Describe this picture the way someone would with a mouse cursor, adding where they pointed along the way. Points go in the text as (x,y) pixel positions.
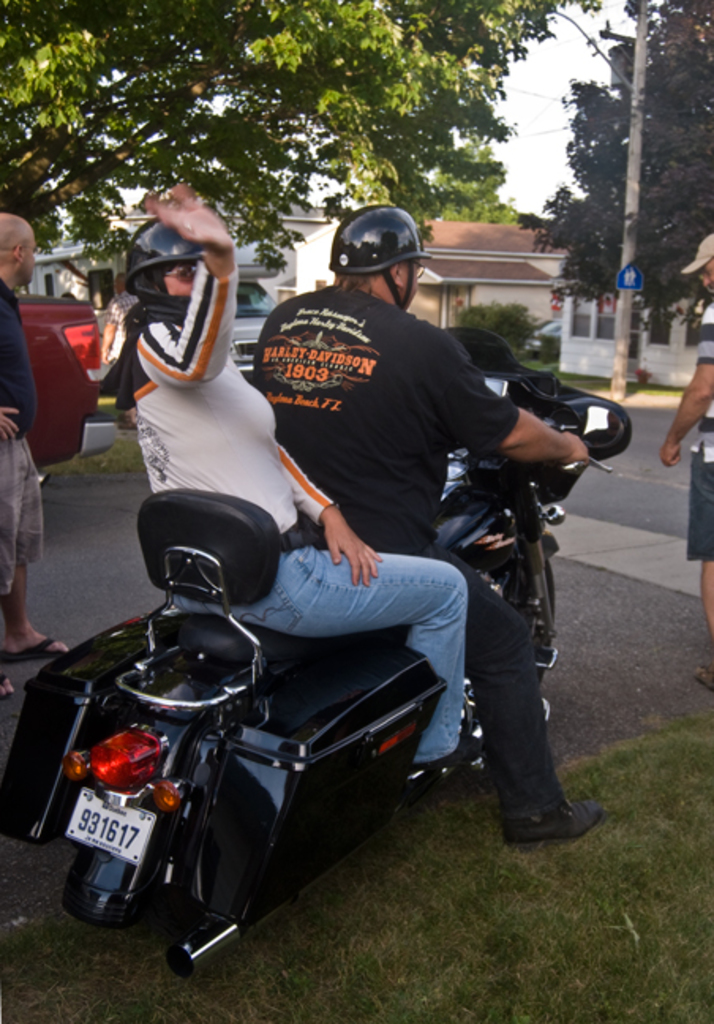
In this Image I see 2 persons (285,507) on the bike (521,524) and I see men (695,400) over here. I also see they're on the path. In the background (668,355) I see the cars (44,453), trees (287,156) and houses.
